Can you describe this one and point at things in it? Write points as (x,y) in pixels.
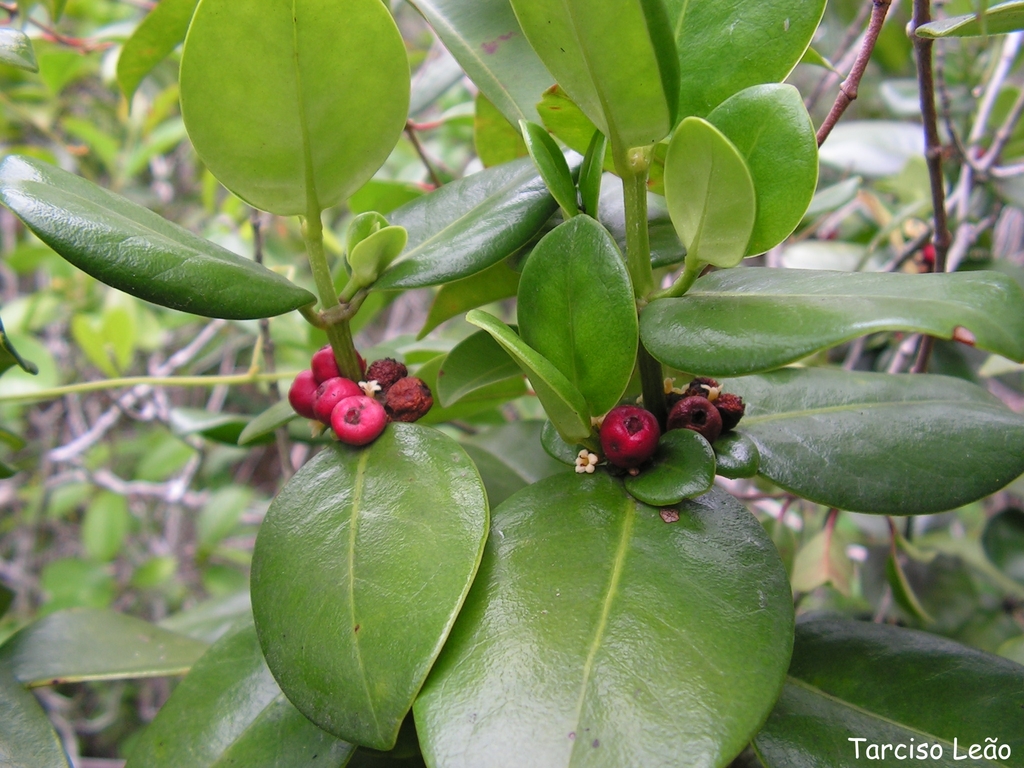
In this picture I can see few trees (315,463) with fruits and I can see text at the bottom right corner of the picture (879,751).
